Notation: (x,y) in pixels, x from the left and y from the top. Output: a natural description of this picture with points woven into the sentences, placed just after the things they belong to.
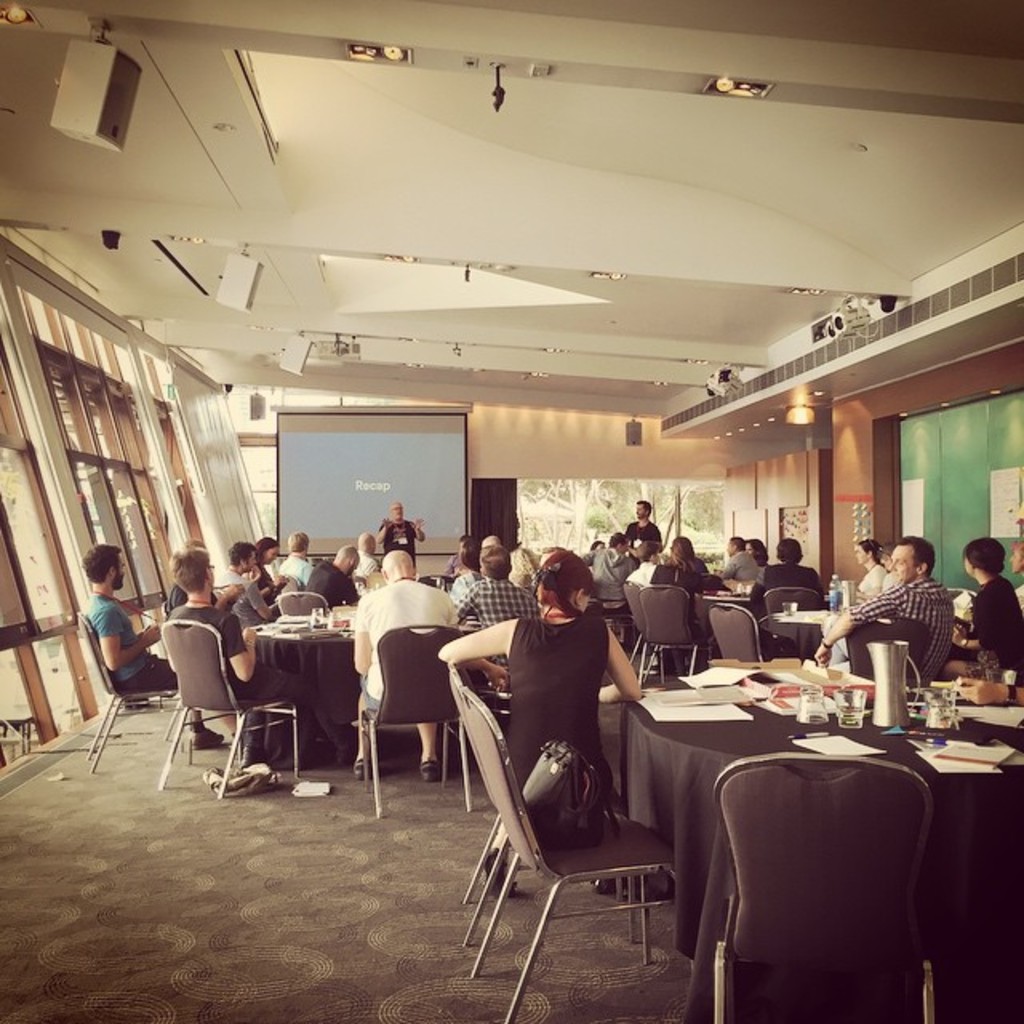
In the given image i can see a projector (344,479), people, chairs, tables (1010,893), papers (721,703), lights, ceiling (407,373) and some other objects (71,545).
